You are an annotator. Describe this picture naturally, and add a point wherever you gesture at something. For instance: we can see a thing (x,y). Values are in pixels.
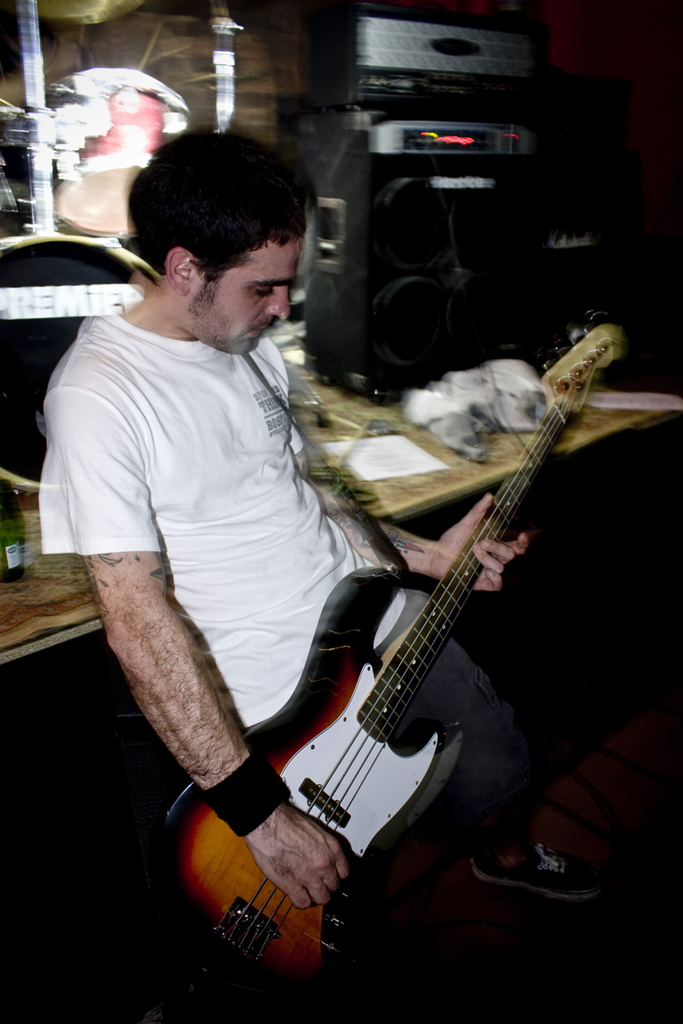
In this image I can see a man (340,524) is standing and holding a guitar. In the background (330,303) I can see a speaker (334,122) and a drum set (59,129).
